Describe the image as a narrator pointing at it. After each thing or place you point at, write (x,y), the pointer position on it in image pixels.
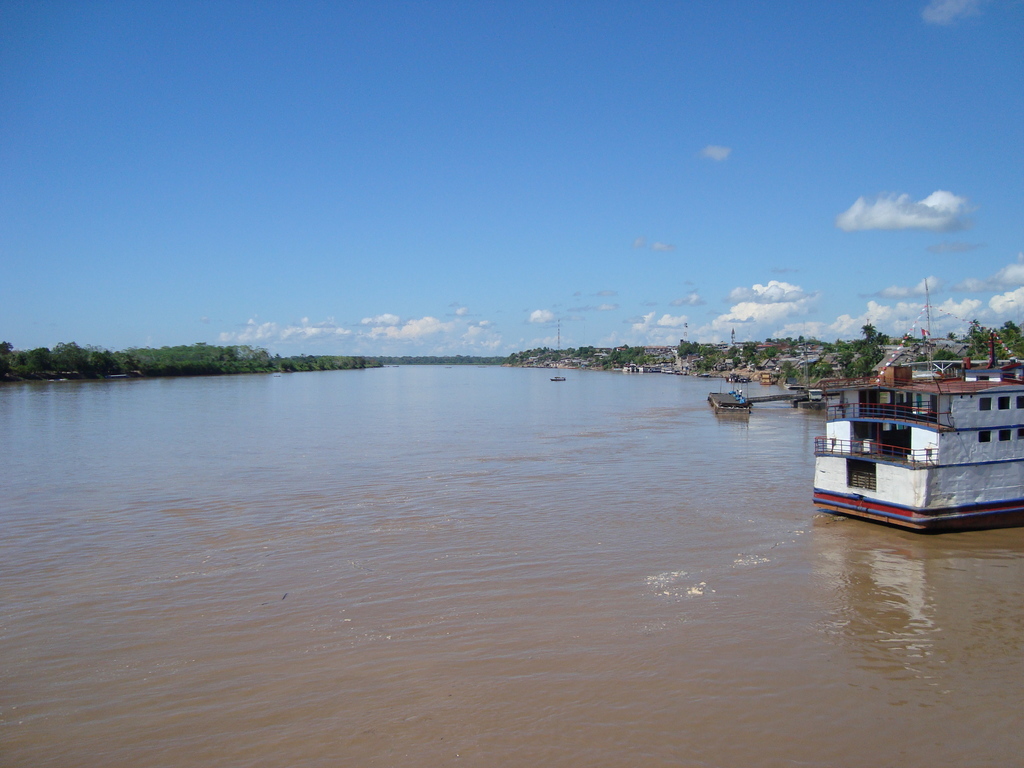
On the right side of the image (863,397) we can see a boat (929,494) on the water (821,536). In the background (659,255), we can see the sky (510,222), clouds (934,320), trees (241,369) and a few other objects (572,365).
